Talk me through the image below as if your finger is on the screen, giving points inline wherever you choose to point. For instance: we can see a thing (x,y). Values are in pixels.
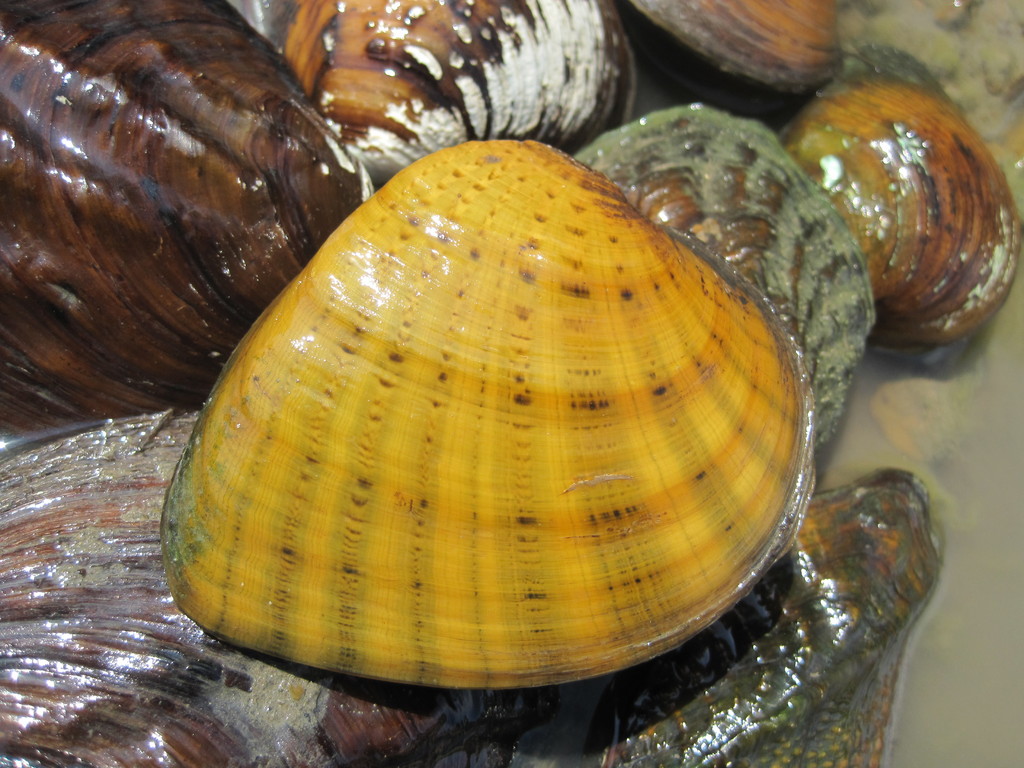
In this picture I can see there are seashells (326,518) in the water (940,705). They are of different colors like yellow and brown.
